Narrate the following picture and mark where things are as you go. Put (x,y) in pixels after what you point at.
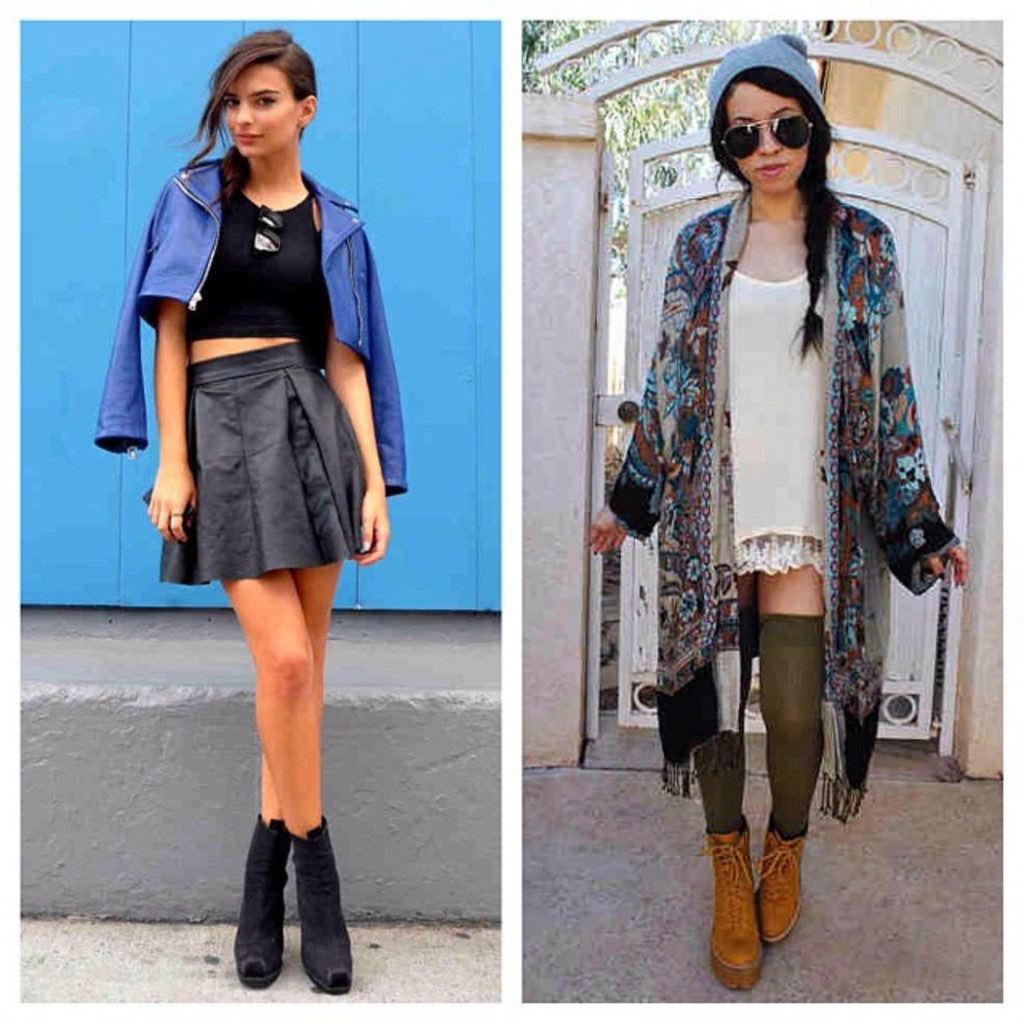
This picture is a collage picture. On the left side of the image (240,263) there is a woman (237,244) with black dress (276,264) is standing and at the back (90,91) there is a wooden wall (92,97). On the right side of the image (766,453) there is a woman (766,389) with white dress (766,389) is standing and at the back (597,316) there is a gate (654,281), and there is a building (1000,564) and there is a tree (640,22).
